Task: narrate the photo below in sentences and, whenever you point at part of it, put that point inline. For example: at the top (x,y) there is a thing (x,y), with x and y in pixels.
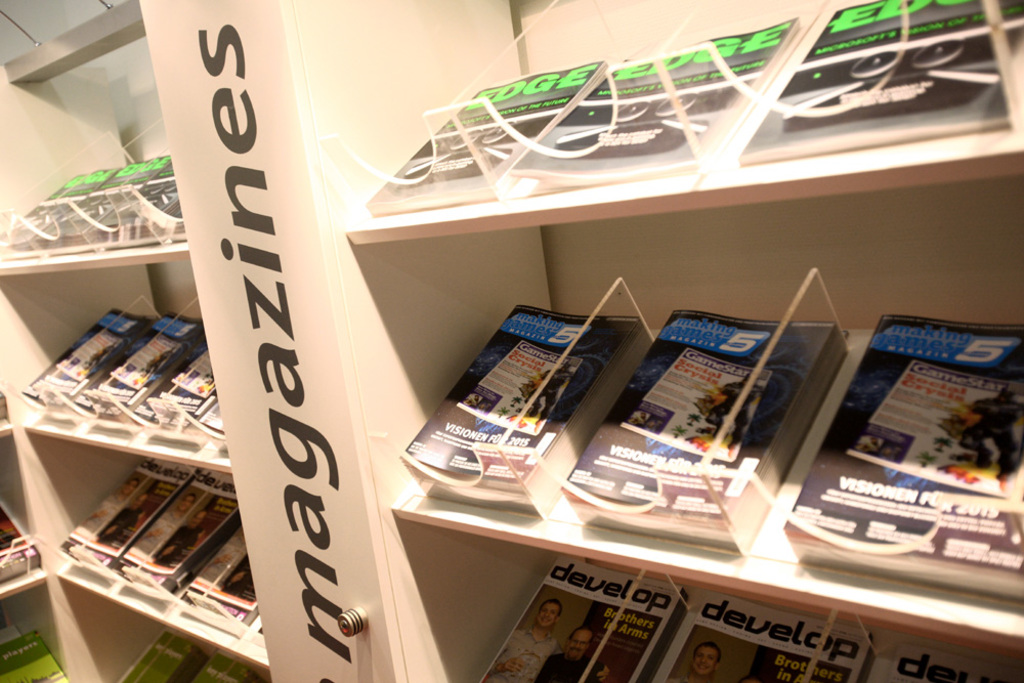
In this image there is a rack (442,296) and we can see books (629,412) placed in the rack (544,276).
